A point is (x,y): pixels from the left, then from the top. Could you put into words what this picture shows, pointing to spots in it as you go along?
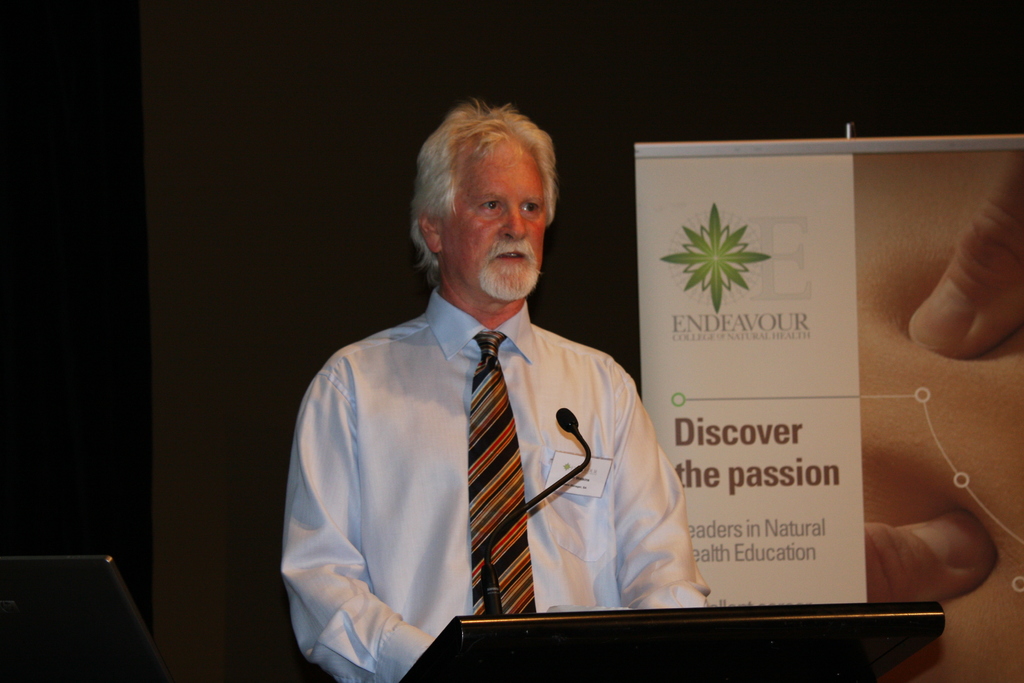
Here I can see a man (432,384) standing in front of the podium (484,647) and looking at the right side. On the podium (519,616) there is a microphone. On the right side (789,350) there is a banner (906,401) on which I can see some text (751,537). In the bottom left-hand corner (86,630) there is a monitor (75,626). The background (117,440) is dark.
